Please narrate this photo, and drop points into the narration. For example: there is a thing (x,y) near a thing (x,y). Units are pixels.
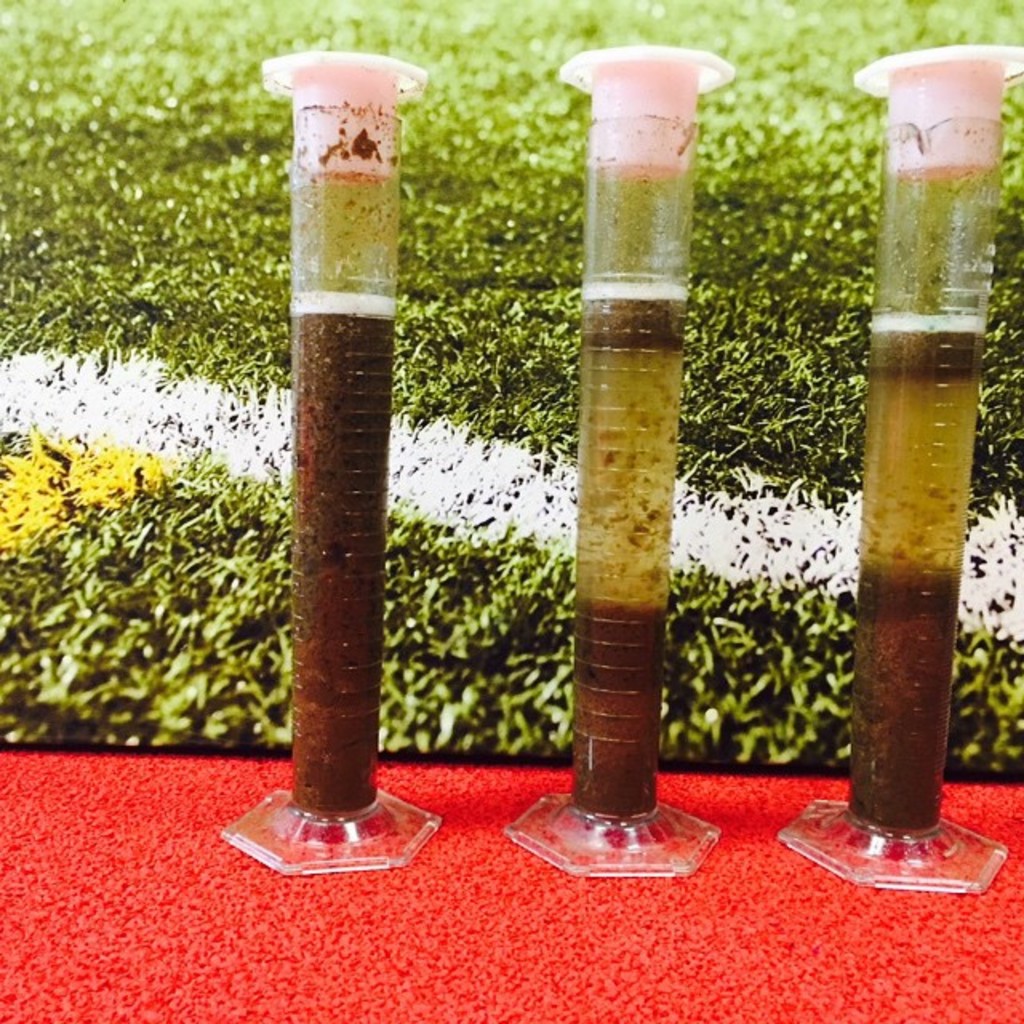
In this image, we can see some test tubes (950,112) with liquid (956,513) on the red colored ground (207,795). We can also see the background (197,155) with some grass (1012,108).
